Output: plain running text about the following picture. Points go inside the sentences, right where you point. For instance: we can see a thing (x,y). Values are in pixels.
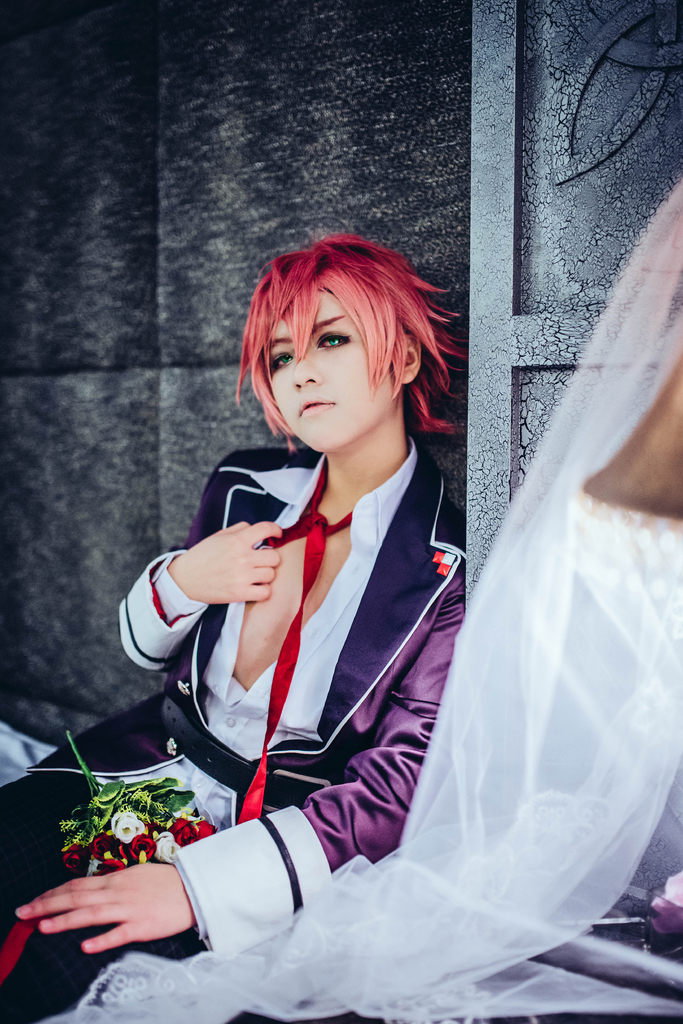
In this image we can see a woman (204,601) sitting. We can also see the roses (152,832). In the background (339,63) we can see the wall (483,265). On the right (512,752) we can see some white color net (597,735).
